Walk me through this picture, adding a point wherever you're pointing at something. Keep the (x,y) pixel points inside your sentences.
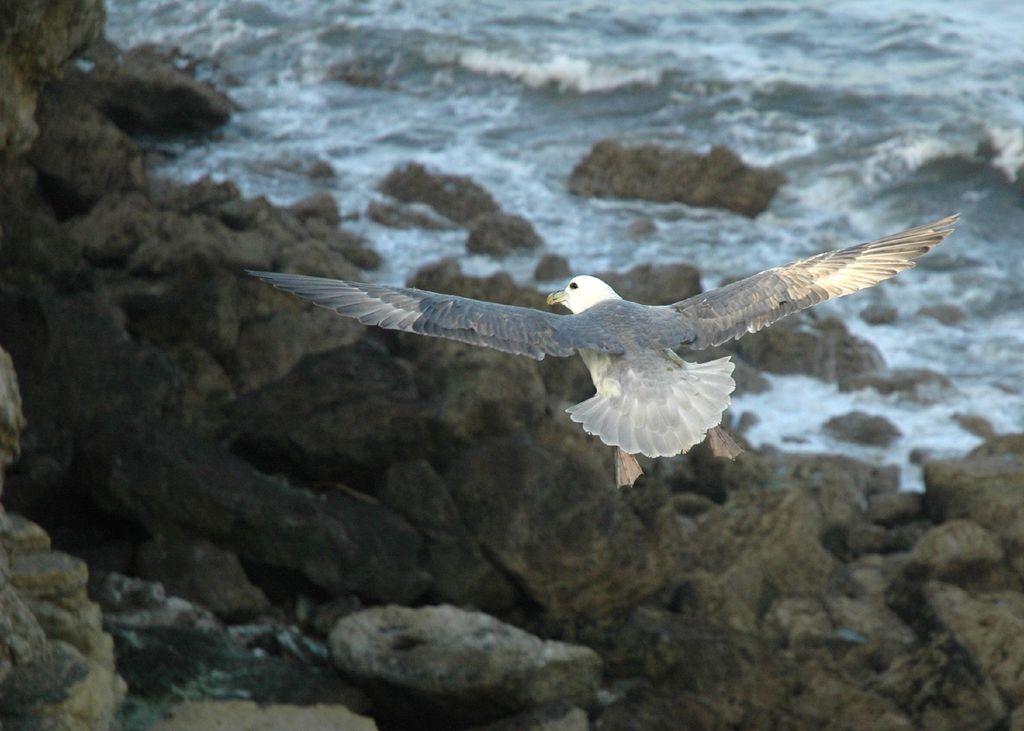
In the foreground of this image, there is a bird (802,270) in the air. In the background (497,480), there are rocks (323,522) and the water (793,155).
